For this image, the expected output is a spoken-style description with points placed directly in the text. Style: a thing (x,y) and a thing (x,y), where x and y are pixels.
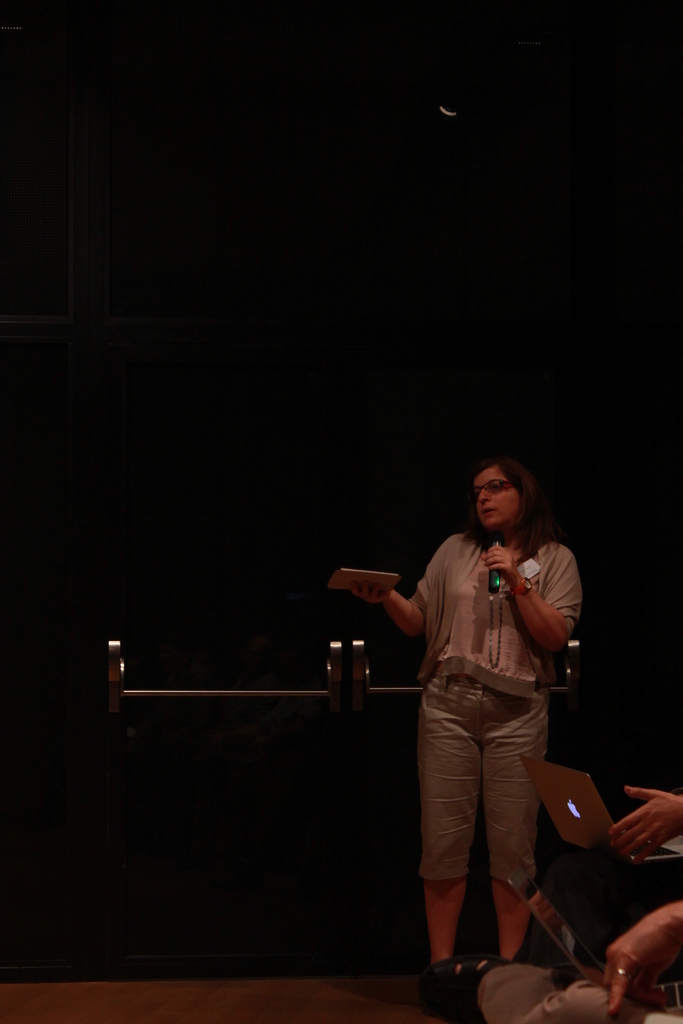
In this image we can see a woman (522,682) holding the mike (497,567) and also an object (383,574) and standing. We can see the people (624,1014) with the laptops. We can see the floor (293,980), rods (216,695) and also the black color wall (291,379).
